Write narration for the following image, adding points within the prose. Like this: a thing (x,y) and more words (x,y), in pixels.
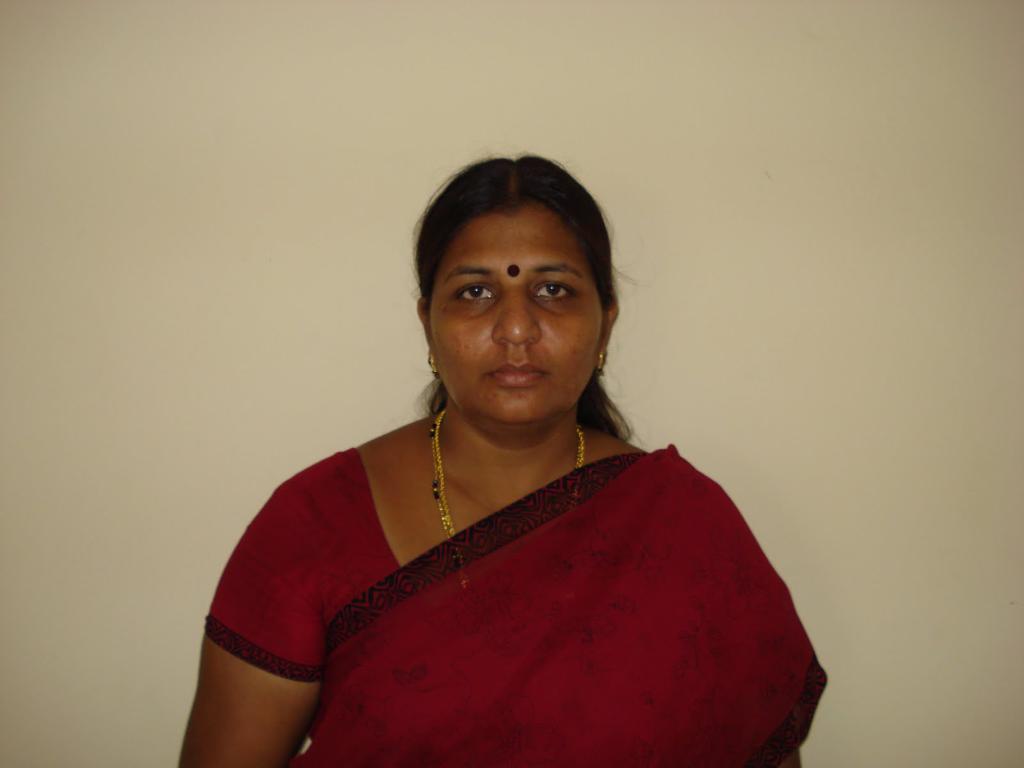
In this image there is a lady (626,556) in red saree (617,583).
